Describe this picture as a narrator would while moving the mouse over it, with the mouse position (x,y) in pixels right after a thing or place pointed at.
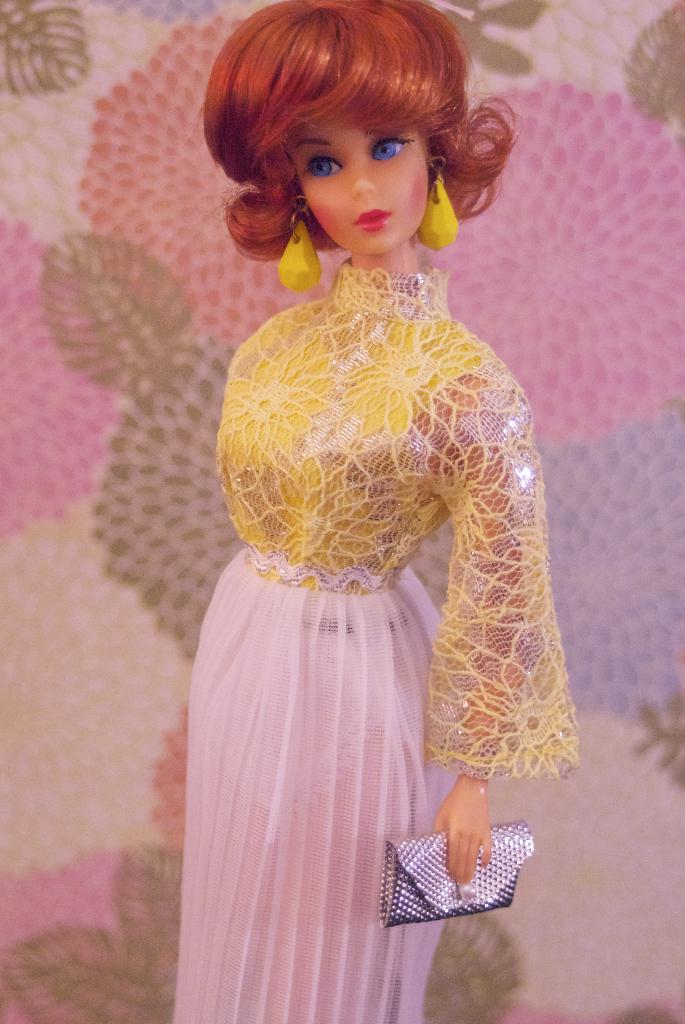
In this image we can see a doll (430,614) wearing dress (344,535), earring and holding the wallet (521,854) is here. In the background (536,218), we can see different pattern design (122,294).
